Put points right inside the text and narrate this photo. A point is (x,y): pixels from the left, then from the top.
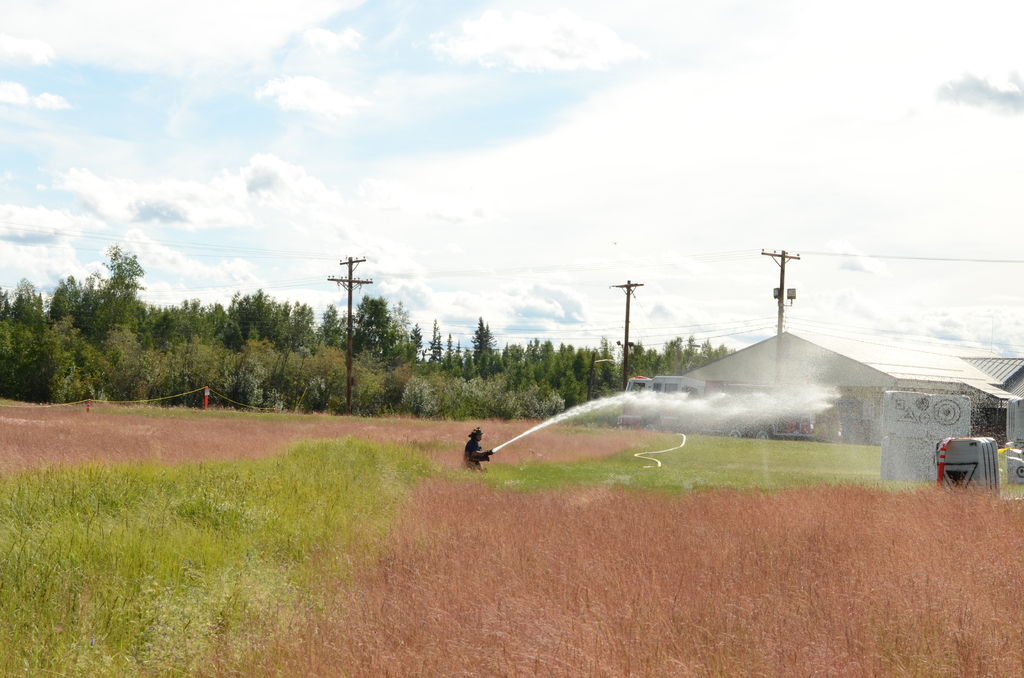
In this image I can see an open grass ground (417,517) and on it I can see one person (475,452) is standing. I can also see this person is holding a pipe (487,457) and from it I can see water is coming out. On the right side of this image (1001,453) I can see few things (973,440) on the ground (994,535). In the background (963,380) I can see number of poles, number of wires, number of trees (465,412), few vehicles (805,419), few buildings (766,369), clouds (546,151) and the sky (500,203).
